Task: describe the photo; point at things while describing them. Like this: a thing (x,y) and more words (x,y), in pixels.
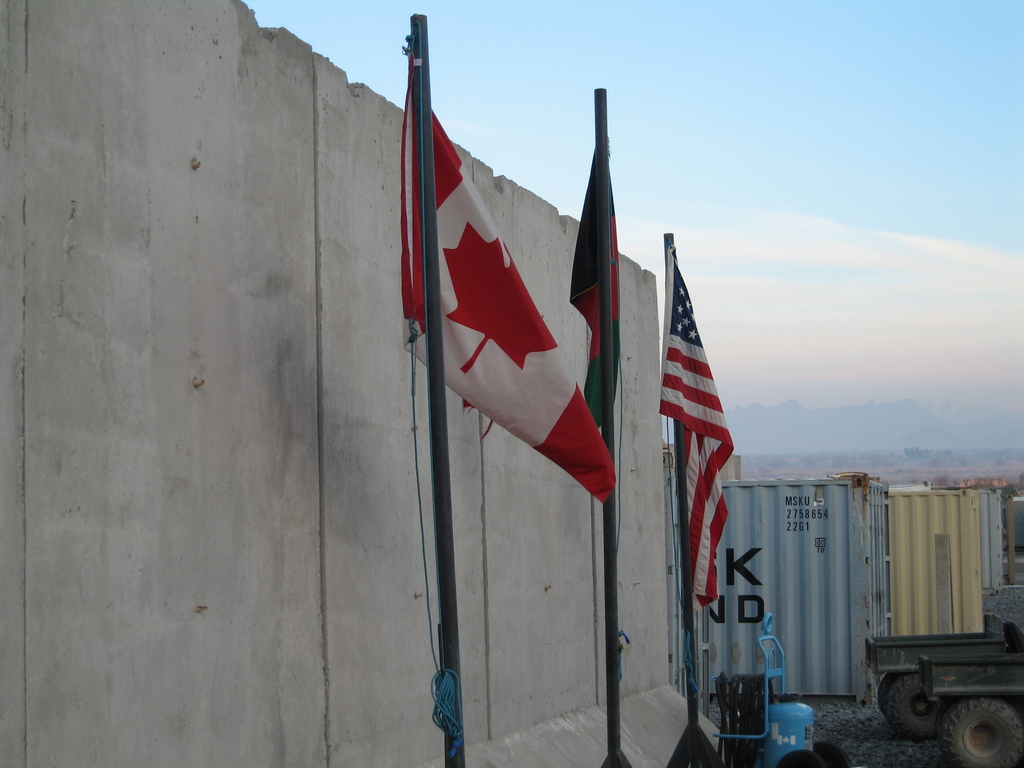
In this picture we can see there are poles (442,389) with flags (500,389). On the left side of the flags (473,369) there is a wall (182,409) and on the right side of the flags (547,380) there are some vehicles (906,674) and it looks like a cylinder shape object (795,733). Behind the flags (572,392) there are containers (842,549) and the sky (858,233).
